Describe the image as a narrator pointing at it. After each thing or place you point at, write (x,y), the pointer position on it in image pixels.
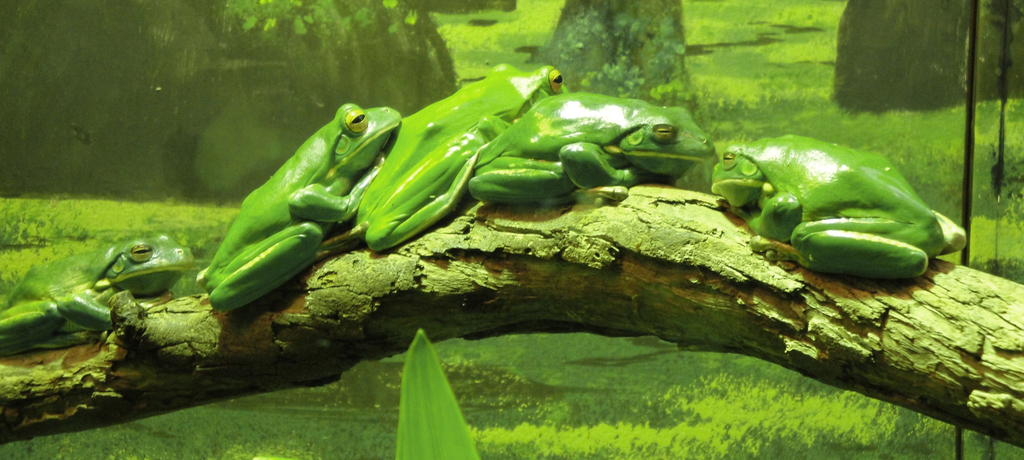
In this picture we can see green frogs (290,246) on a branch (504,273). Background (929,69) portion of the picture is green in color. At the bottom portion of the picture (450,389) we can see a green leaf (434,414).
